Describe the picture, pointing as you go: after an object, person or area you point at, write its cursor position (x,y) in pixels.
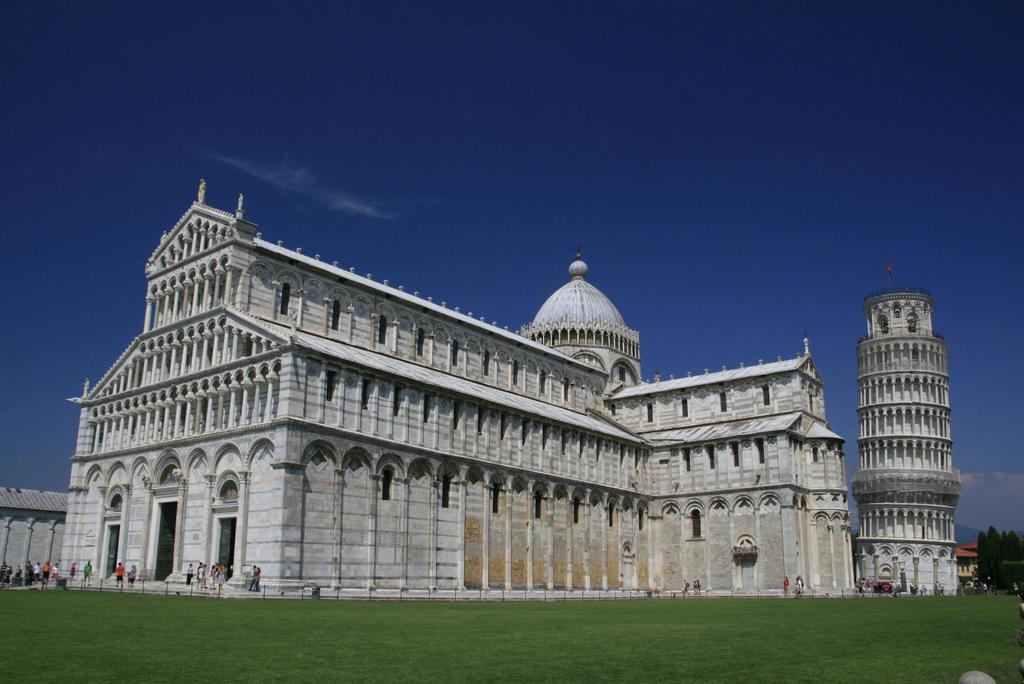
At the center of the image (432,420) there is a building (370,471), in front of the building (81,573) there are a few people (47,565) standing. At the bottom of the image (345,636) there is grass (599,646). In the background (460,184) there is a sky (458,198).
